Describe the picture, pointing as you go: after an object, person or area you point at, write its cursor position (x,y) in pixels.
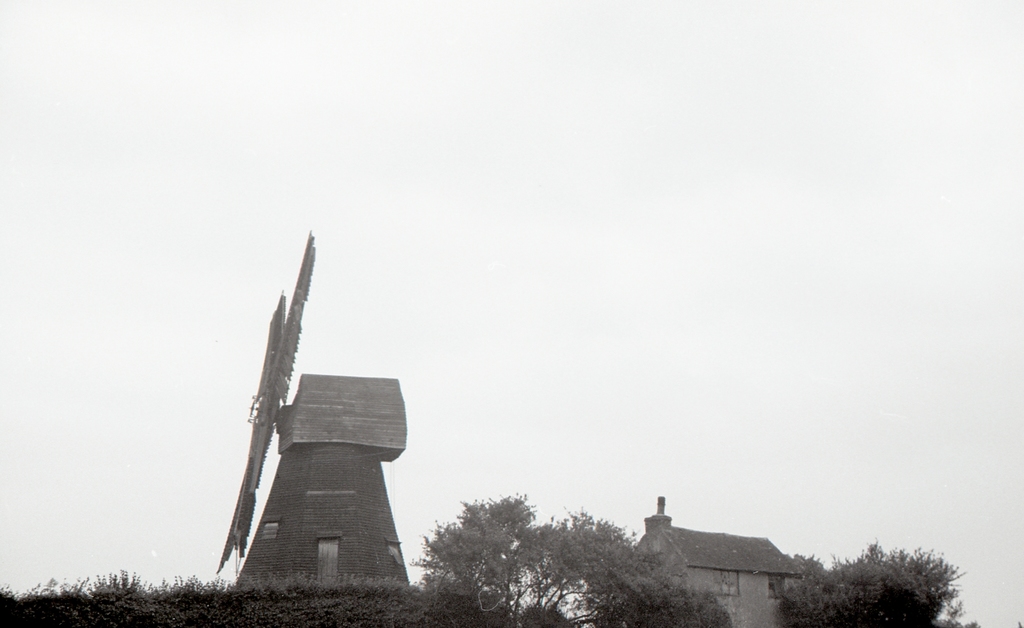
In this image I can see many trees (532,603), house (743,600) and the windmill (317,455). In the background (203,280) I can see the sky (478,184).
